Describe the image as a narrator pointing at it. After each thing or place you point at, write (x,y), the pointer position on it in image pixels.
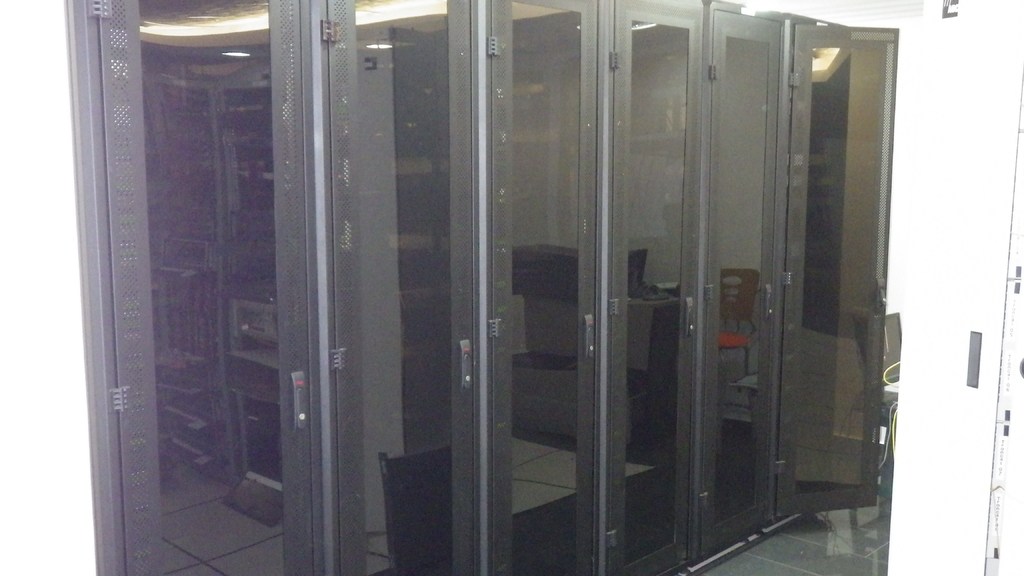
In this picture we can see glass doors (716,324), there are reflections (733,348) of a chair (733,336) and a table (666,314) on this glass (662,332).
